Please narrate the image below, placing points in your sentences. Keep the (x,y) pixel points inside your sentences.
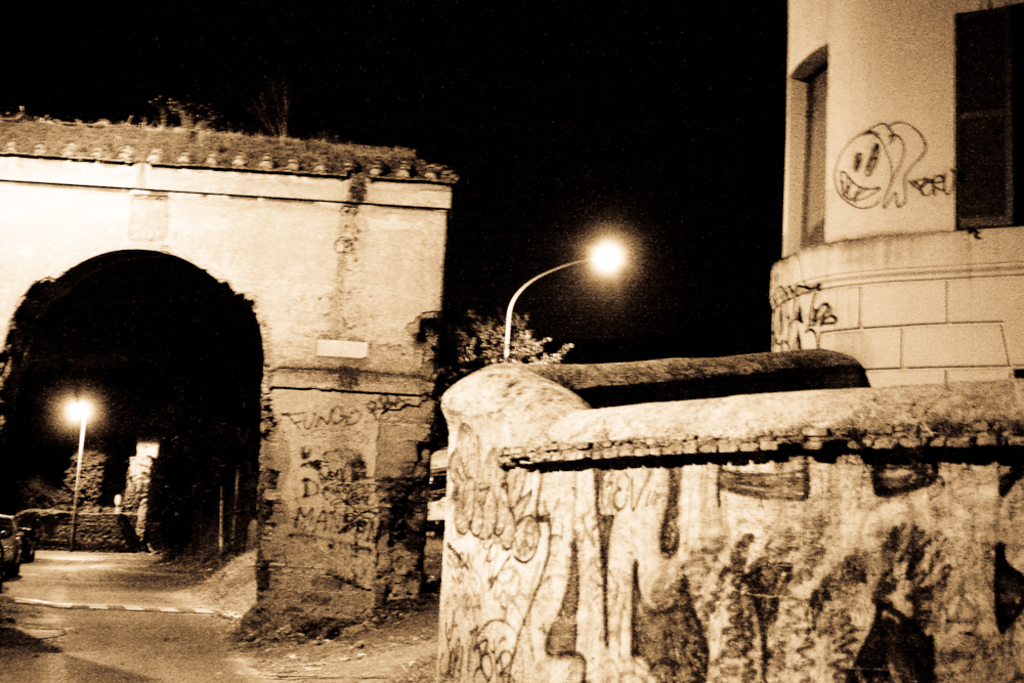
In the picture we can see a wall (819,551) and on it we can see a part of the pole (506,331) with a light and beside it, we can see a part of the house wall (963,344) and on the other side, we can see a gateway (376,281) and from it we can see a pole (77,485) with light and behind it we can see a tree (93,482).
